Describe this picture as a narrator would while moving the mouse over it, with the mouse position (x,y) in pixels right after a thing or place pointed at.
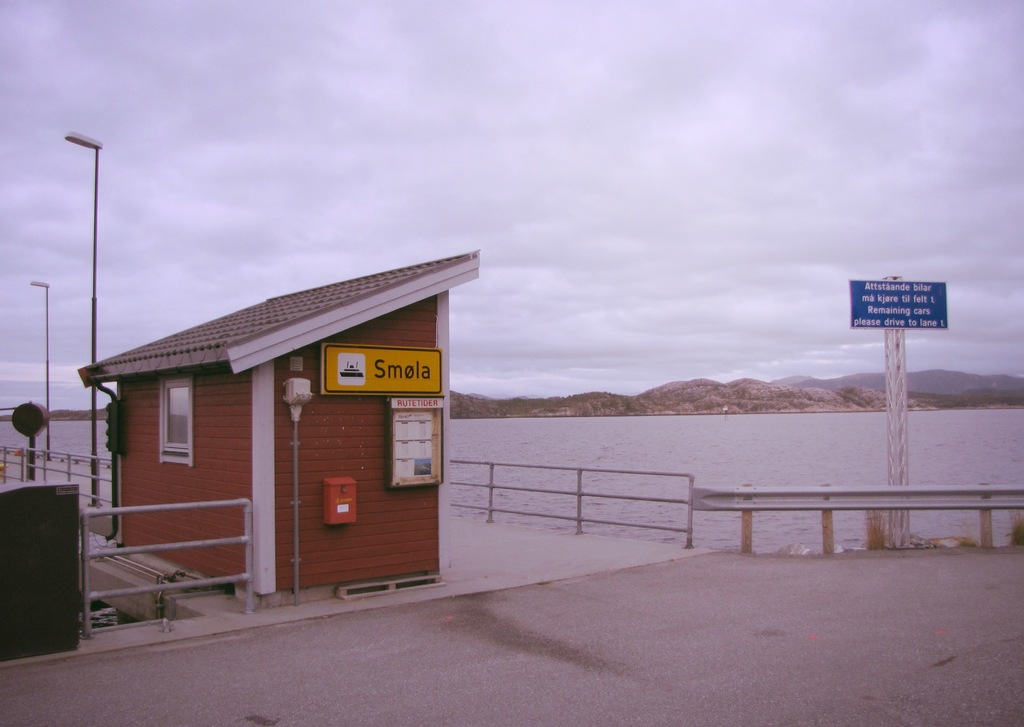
In the foreground of the picture (605,528) there is a room (356,492), railing (189,547), lights (47,418), hoarding (886,317) and a dock (16,477). In the center of the picture (525,470) there are hills (754,400) and water (725,458). Sky (726,154) is cloudy.
